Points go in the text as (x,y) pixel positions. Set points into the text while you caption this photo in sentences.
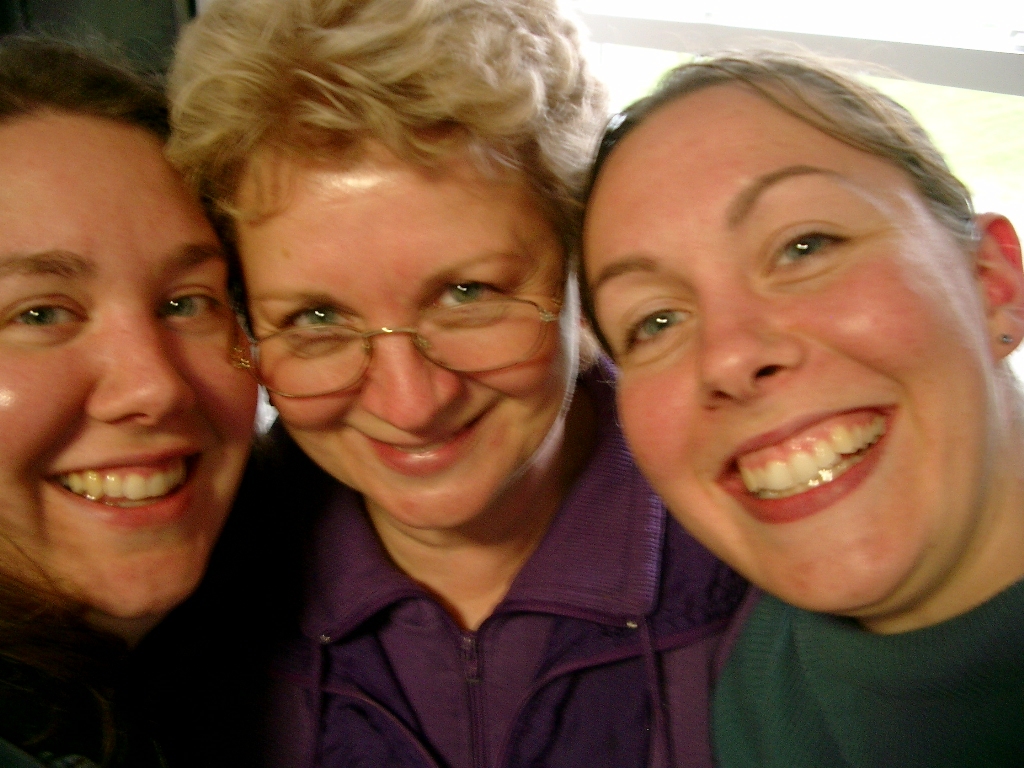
In the image three women (457,51) are standing and smiling.
